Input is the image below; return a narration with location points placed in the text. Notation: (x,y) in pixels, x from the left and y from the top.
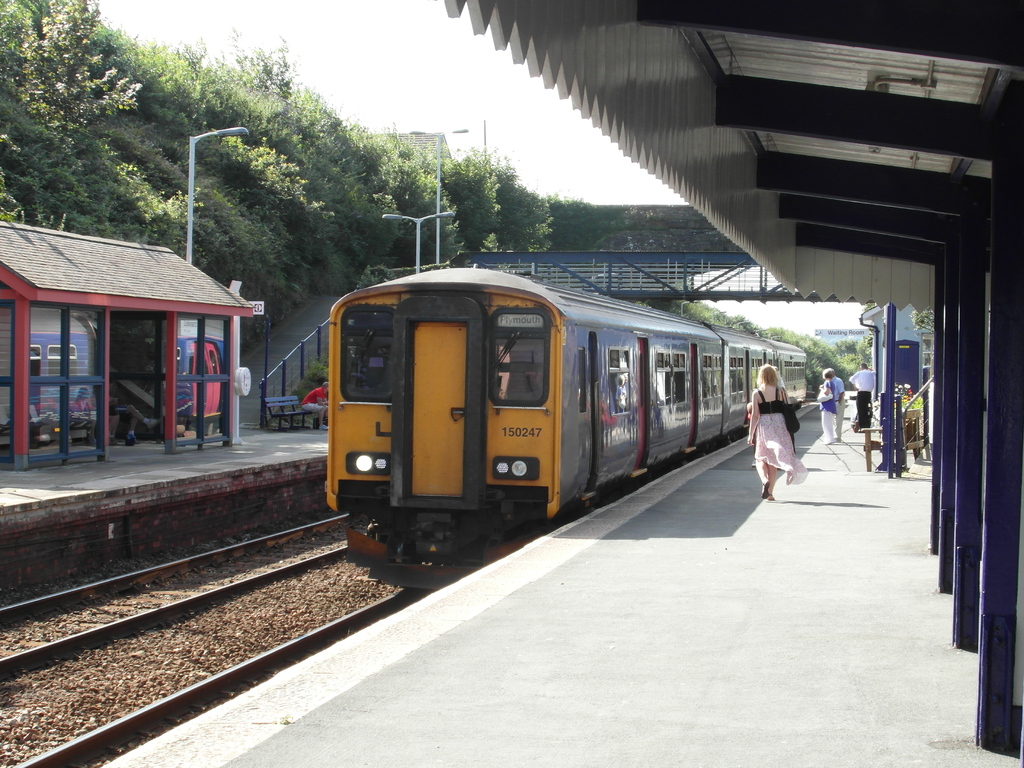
The picture is taken in a railway station (61,277). In the foreground of the picture (204,659) there are railway track (199,549), train (542,369), platform (425,705), streetlight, trees (451,239) and people (770,429). in the background (554,252) there is a bridge (621,264). Sky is sunny.
